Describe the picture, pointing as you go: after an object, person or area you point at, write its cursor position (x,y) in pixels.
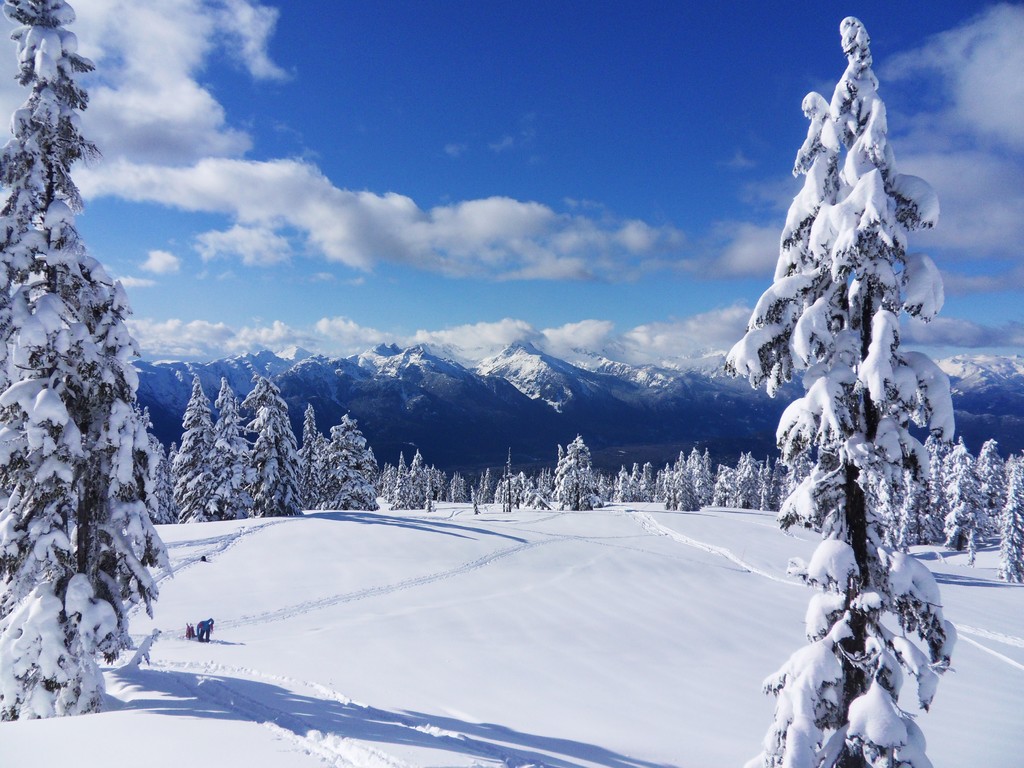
In this image there is a land (430,588) covered with snow (250,730) and there are trees (35,505) that covered with snow (835,524), in the background (413,399) there are mountain (605,381) and the sky (421,174).
